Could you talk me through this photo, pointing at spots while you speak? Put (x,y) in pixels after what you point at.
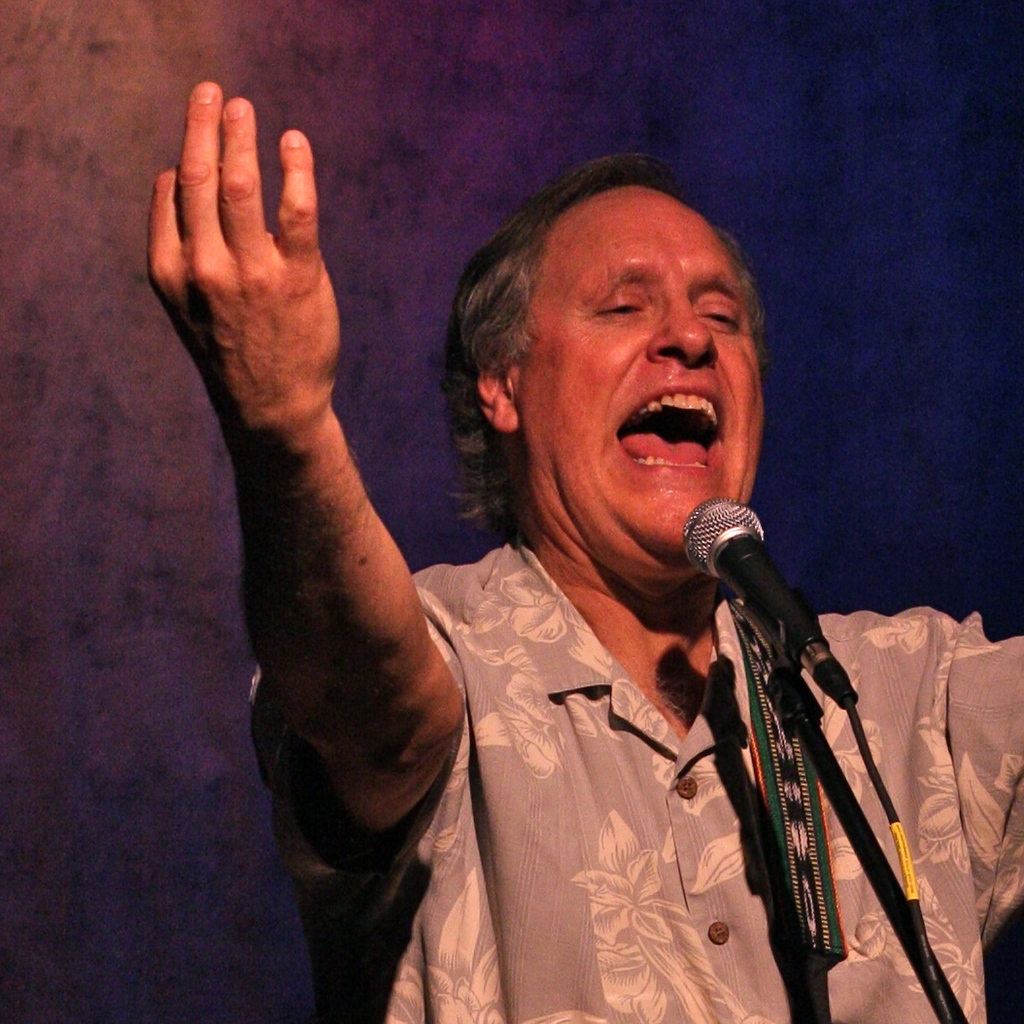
In this image we can see a person (931,805) wearing a shirt (706,792) is standing in front of a microphone (787,594) placed on a stand (938,971).
